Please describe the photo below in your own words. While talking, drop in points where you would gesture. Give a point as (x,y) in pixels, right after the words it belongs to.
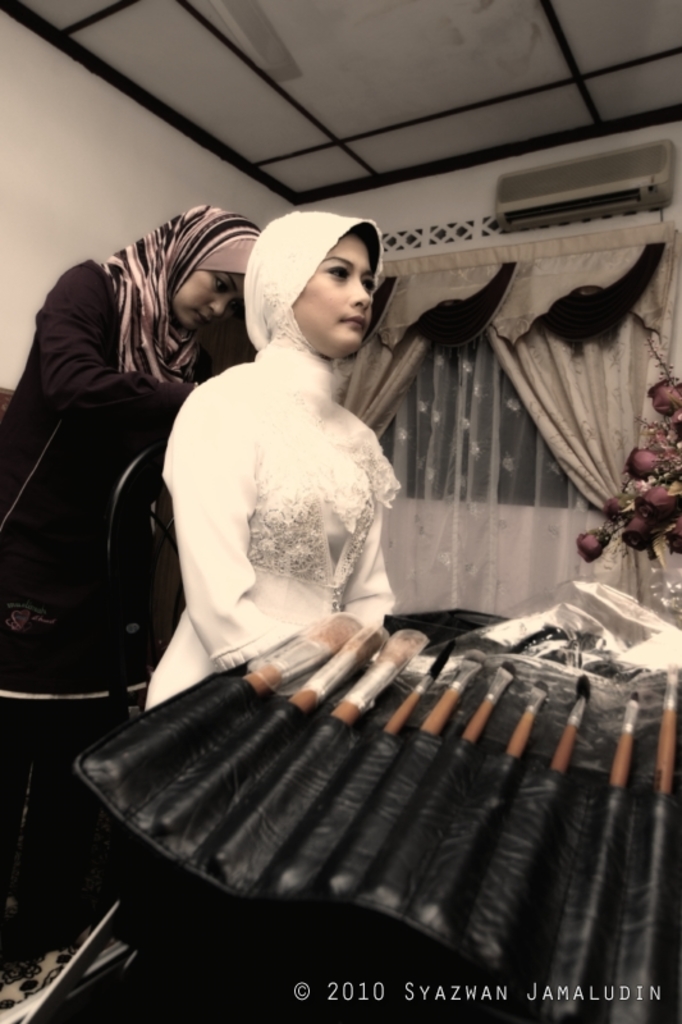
In the foreground of the picture (389,693) there are brushes (315,690). In the center of the picture (295,446) there is a woman (226,532) sitting in chair (115,599). On the left (158,313) there is a woman (118,403). On the right (631,496) there is a bouquet (653,459). In the background (533,335) there are curtains (537,270) and air conditioner (567,201).
